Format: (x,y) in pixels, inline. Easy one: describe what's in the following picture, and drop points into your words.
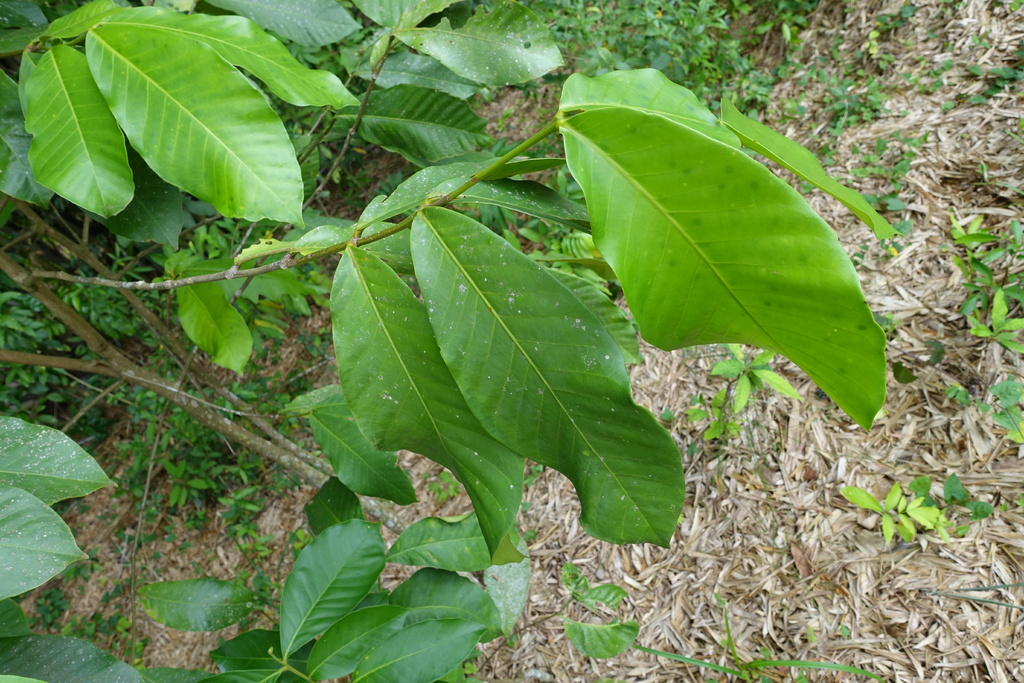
This picture seems to be clicked outside. In the center (342,237) we can see the green leaves (183,34) and the plants (158,393), we can see the dry grass (880,566) and some other objects (75,324).
